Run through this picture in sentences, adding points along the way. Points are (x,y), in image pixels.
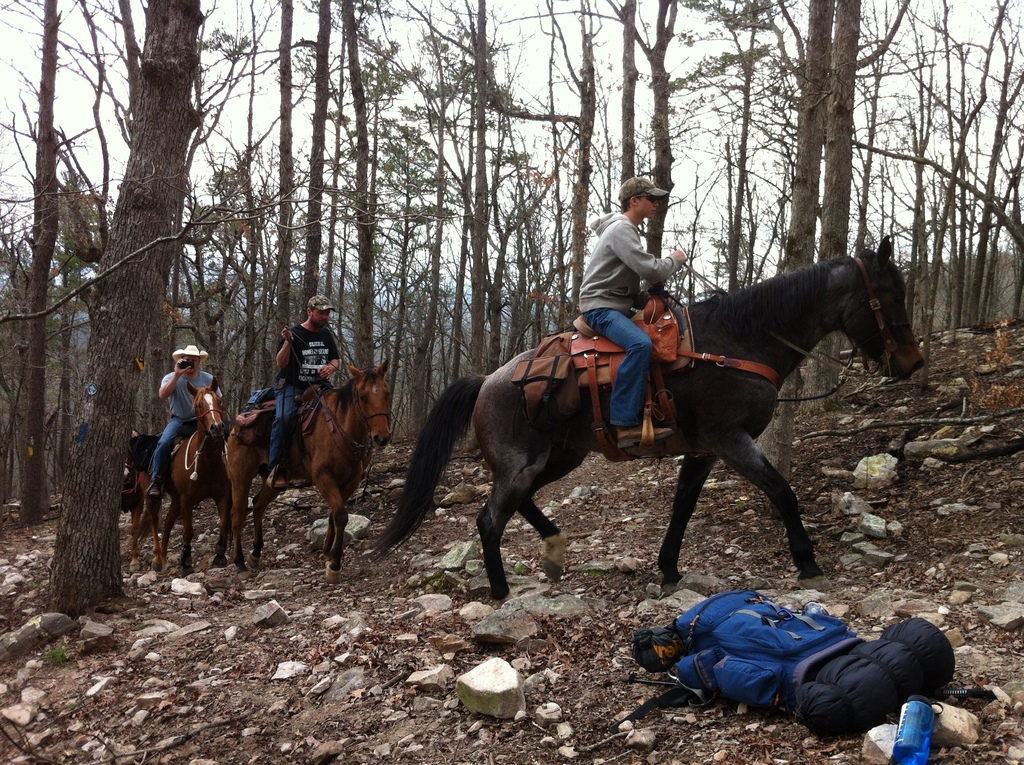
In the image there are few men (298,354) riding horses (610,402) on a rocky land (646,478) and there are many trees (156,213) in the background (365,175) all over the place and above its sky (525,83).
